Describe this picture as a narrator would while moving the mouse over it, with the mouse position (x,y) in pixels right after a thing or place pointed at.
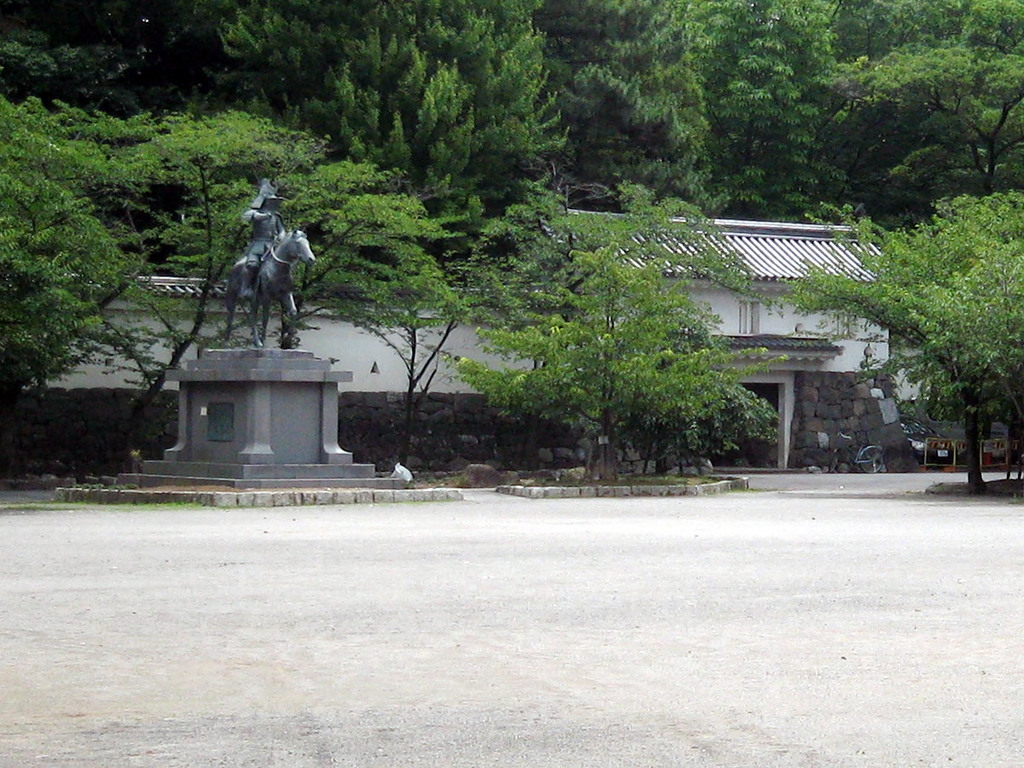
In this image there are trees (526,175) and a wall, in front of the wall (298,341) there is a statue (295,362).
